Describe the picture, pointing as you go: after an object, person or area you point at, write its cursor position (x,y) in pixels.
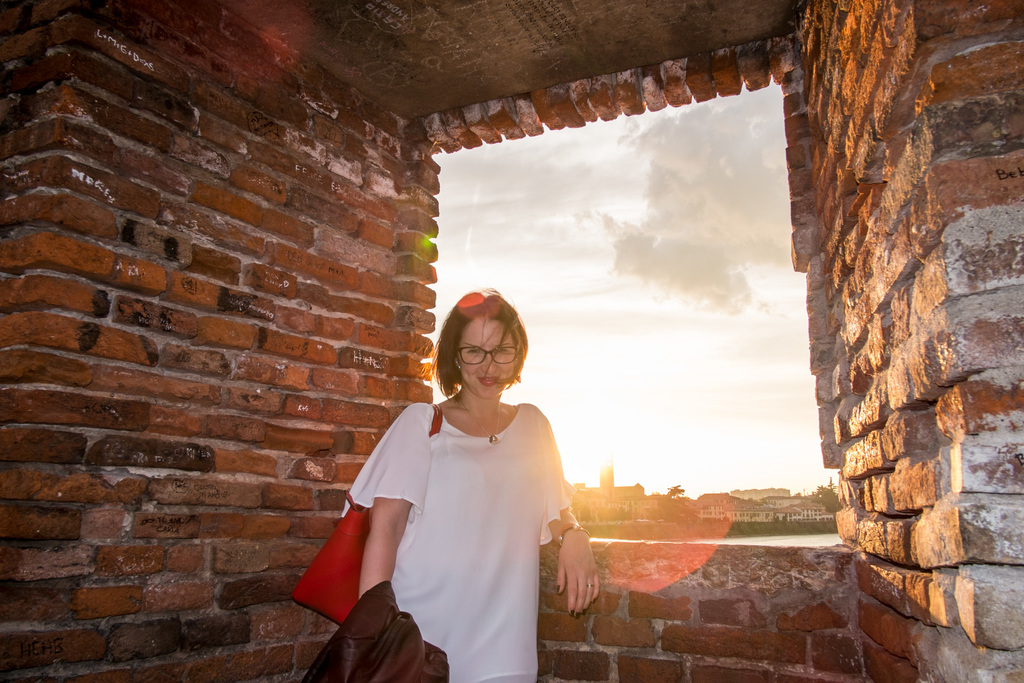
In this picture there is a woman (491,478) with white dress (479,481) is standing and smiling. In the foreground (550,574) it looks like a house (848,490). At the back (614,488) there are buildings (782,493) and trees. At the top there is sky (698,301) and there are clouds (762,266). At the bottom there is water (794,544).
